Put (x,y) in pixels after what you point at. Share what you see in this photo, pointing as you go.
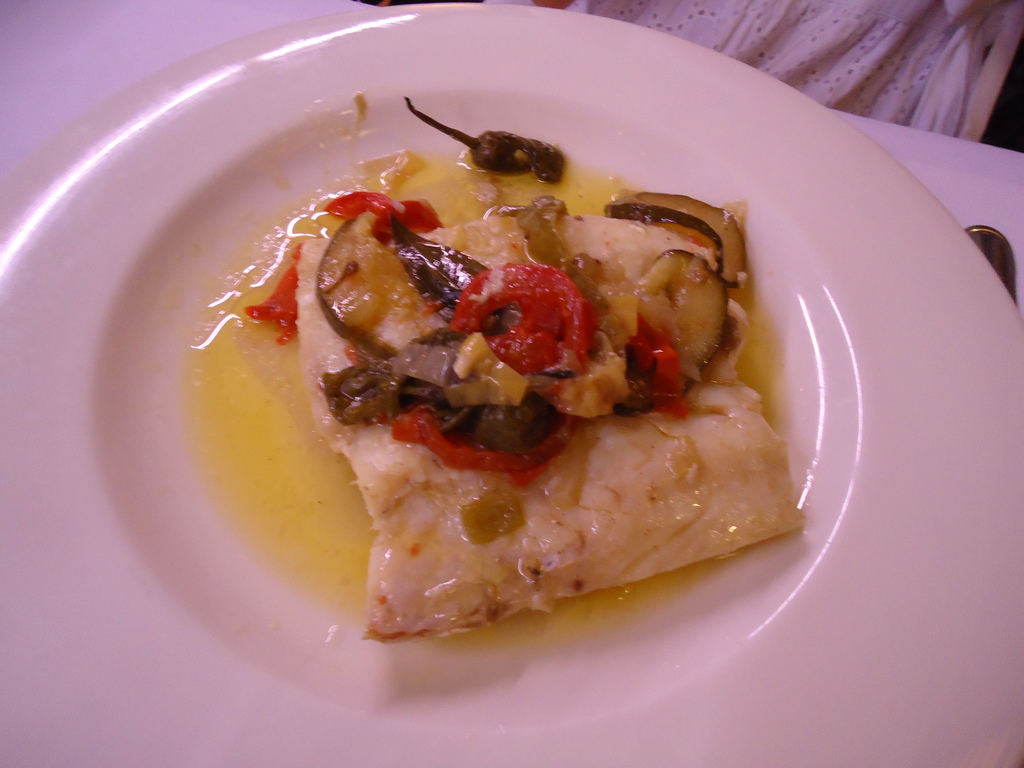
Here I can see a plate (168,426) which consists of some food item (495,235). This plate (250,146) is placed on a table (166,49). Beside the plate (981,273) there is a spoon (989,250). At the top of the image (890,74) there is a white color cloth (839,52).
